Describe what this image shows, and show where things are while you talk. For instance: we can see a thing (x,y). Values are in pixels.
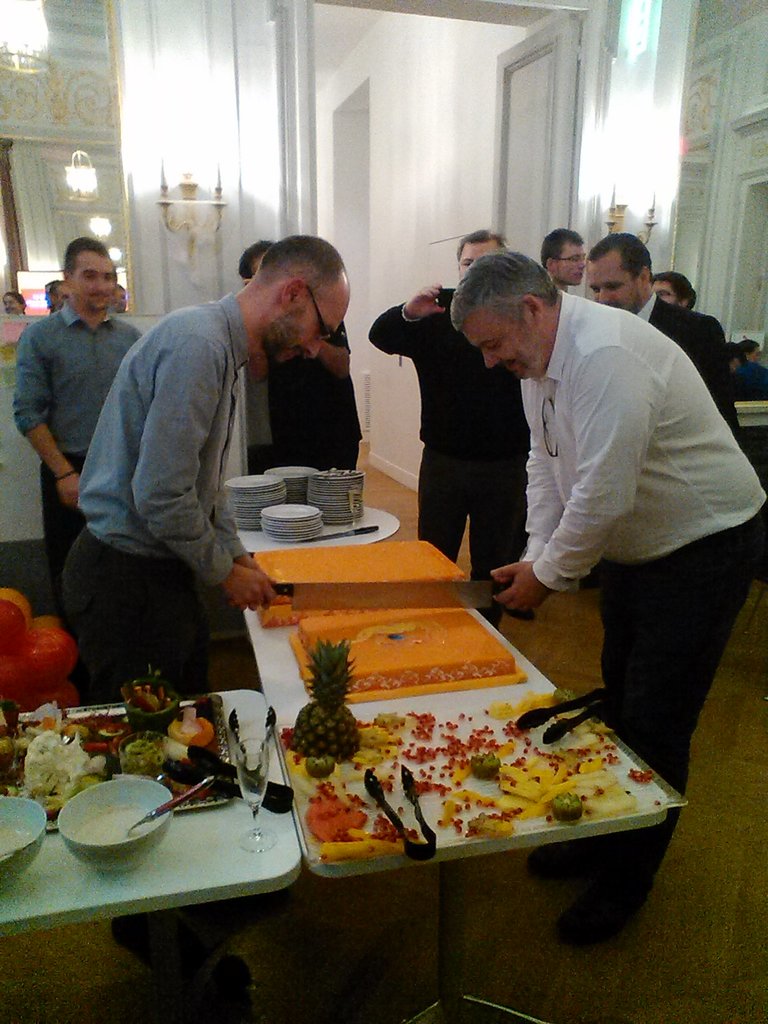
Here we can see fruits (312,806) and cakes (397,693) and plates (321,511) and bowls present on the table (90,868) and in the front (124,433) we can see two men (664,659) with a cake (487,646) in front of them and they are trying to cut the cake (478,662) with a knife (442,600) present in their hand (501,598) and behind them also we can see group of people (548,263) standing and there are lights (47,49) present.
